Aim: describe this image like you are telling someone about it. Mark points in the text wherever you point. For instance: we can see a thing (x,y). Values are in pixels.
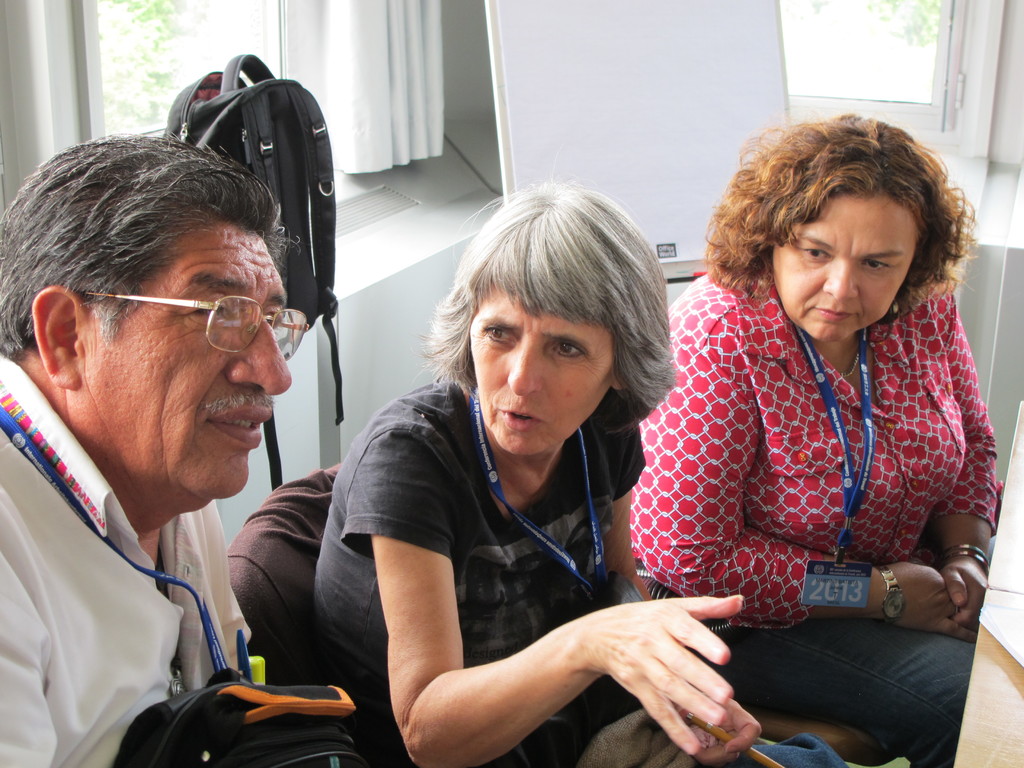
In this picture we can see bags (292,171), three people (590,551) wore ID Cards (137,568) and sitting on a chair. In the background (549,86) we can see a board (544,105), curtain (375,64), windows (170,58) and leaves (170,58).
